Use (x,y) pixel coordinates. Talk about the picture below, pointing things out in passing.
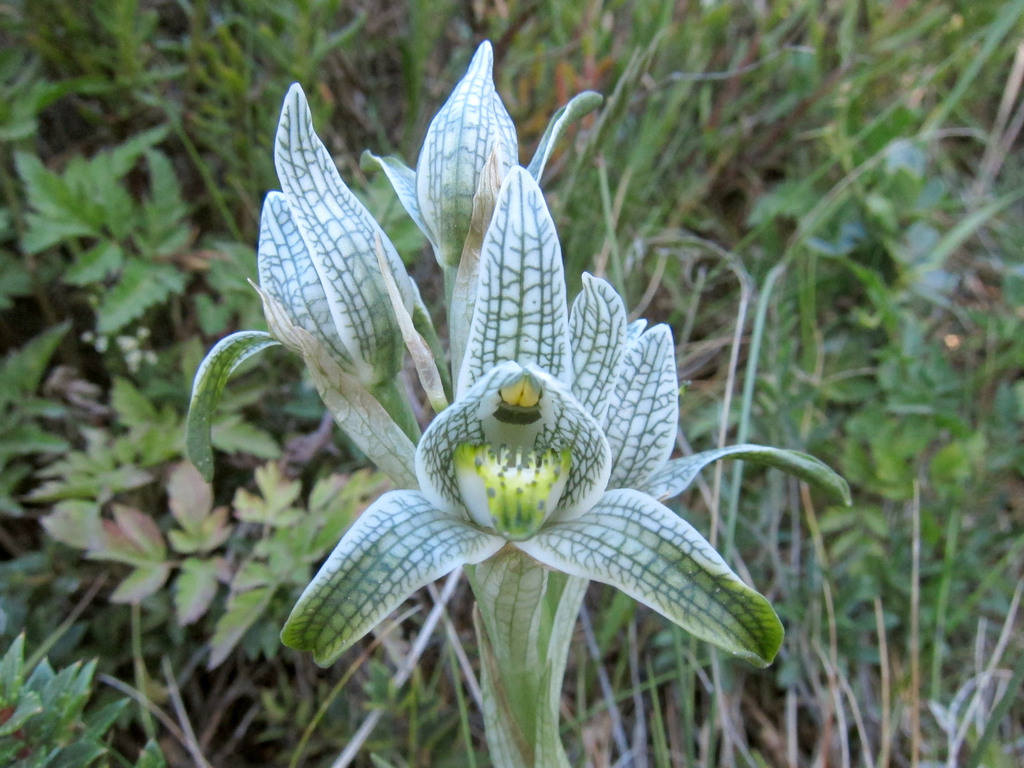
In this image, we can see a wild flower (723,581) and in the background (568,234) there is green grass (615,194) and we can see some green color leaves (117,203).
